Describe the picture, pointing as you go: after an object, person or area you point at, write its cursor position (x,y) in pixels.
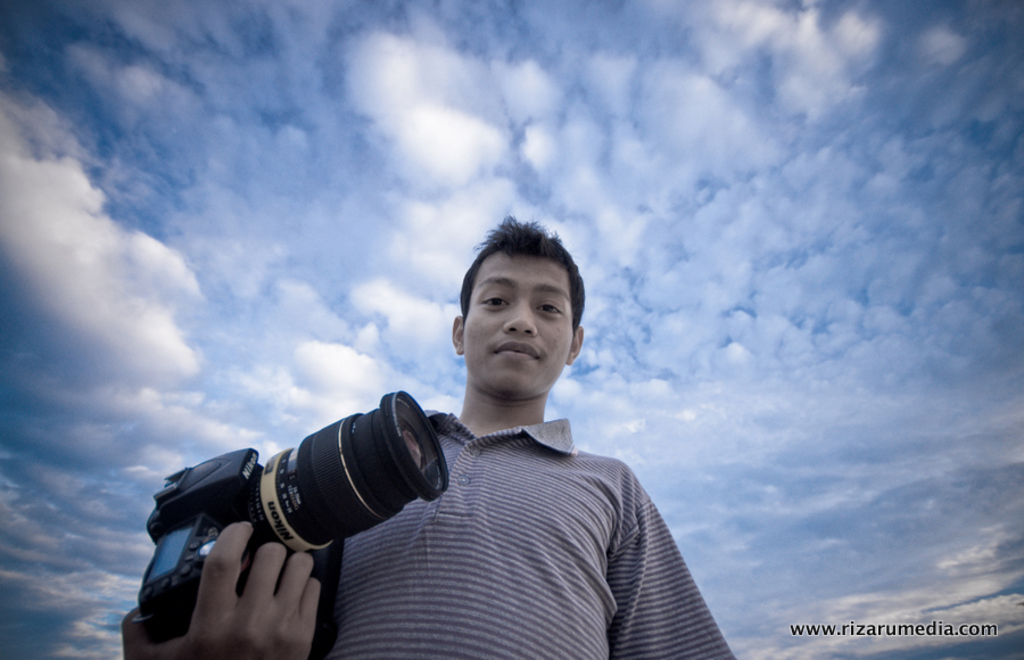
In the image there is a man (401,520) holding a camera (286,460), on top (678,195) we can see a sky (704,218) cloudy.
